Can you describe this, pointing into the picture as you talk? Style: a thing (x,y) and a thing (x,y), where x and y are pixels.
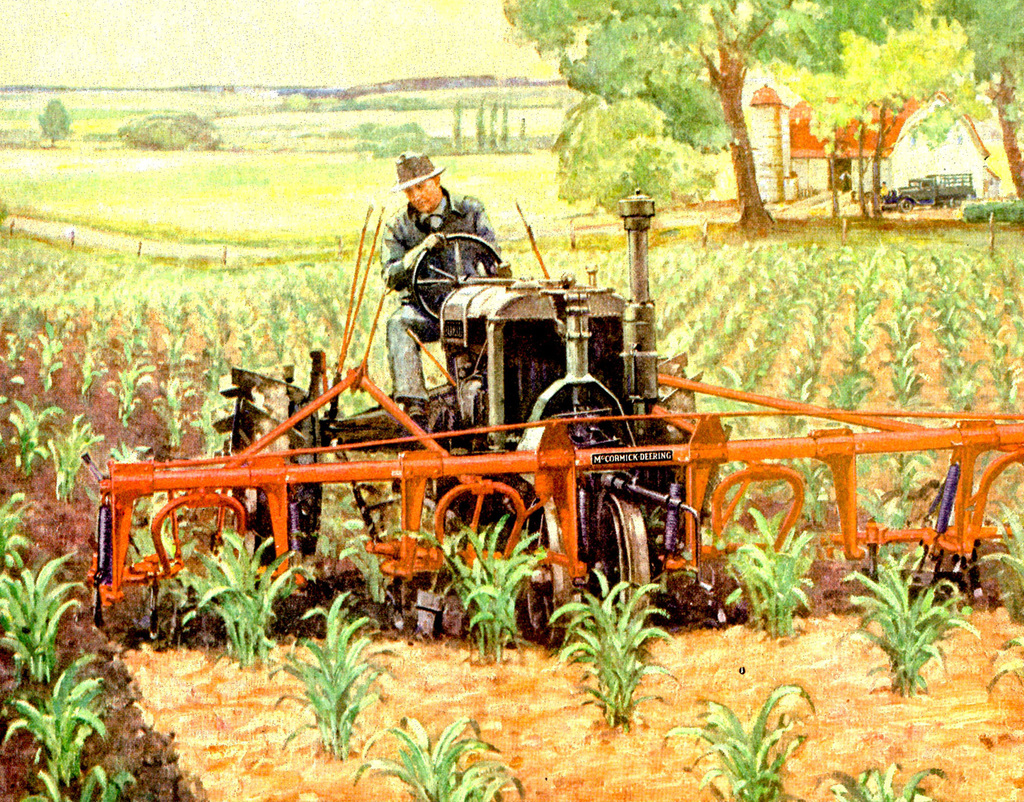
In this image we can see the picture of a person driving a tractor (527,430). We can also see some plants (1008,310), a vehicle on the ground (977,349), a house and the sky (321,75).
